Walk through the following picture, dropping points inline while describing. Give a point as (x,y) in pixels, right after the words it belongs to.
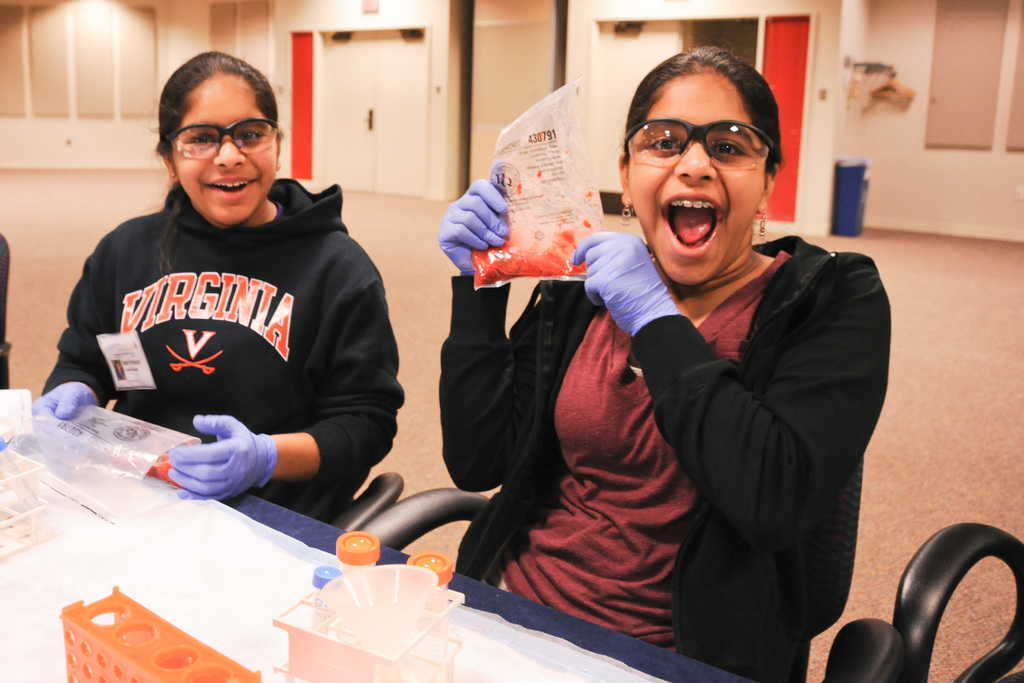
This picture is clicked inside the hall (924,173). In the foreground (169,555) we can see a table (177,623) on the top of which some objects (71,618) are placed and we can see the two persons (335,310) wearing hoodies (496,345), holding some objects (123,431) and sitting on the chairs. In the background (321,59) we can see the doors (386,65), wall (861,130) and some other objects (939,90).
